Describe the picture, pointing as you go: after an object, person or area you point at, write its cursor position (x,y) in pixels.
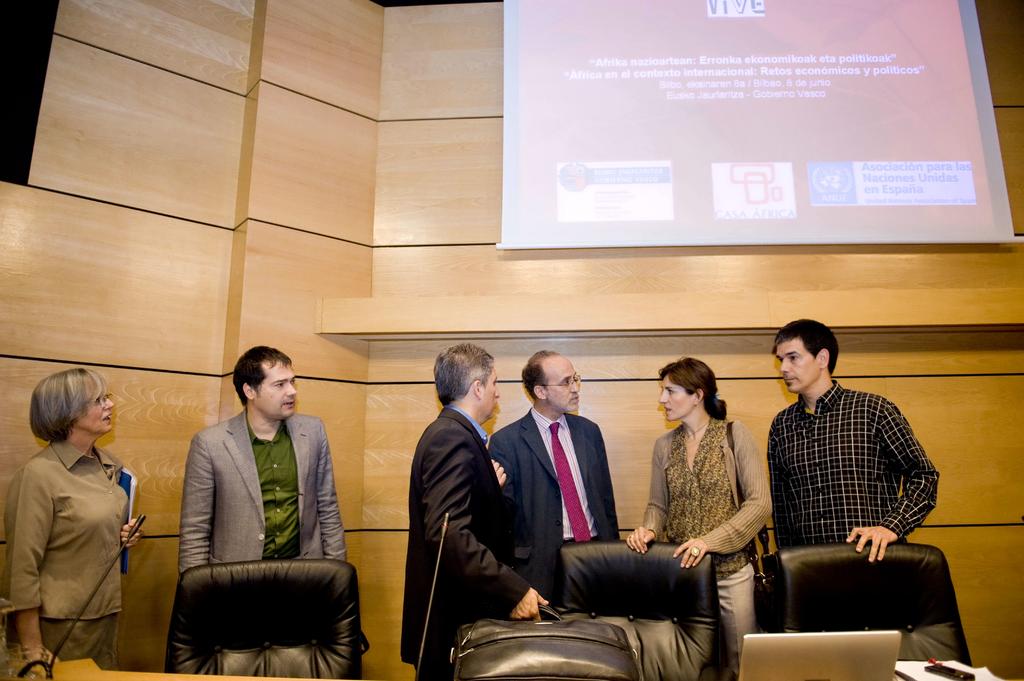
This picture is clicked inside a room (953,395). There are few people (884,492) standing in the room (947,406). There are chairs (355,634) and table (136,680) in front of them. There is a microphone (123,543), paper (909,663), mobile phone (967,672) and laptop (770,637) on the table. In the background (954,427) there is wall (980,342) and projector board (750,151) is hanging on it. On the projector board (659,144) there is text (691,71) and logo (776,190) displayed. The wall (171,244) in the room (277,213) is fully furnished with wood (727,310).
